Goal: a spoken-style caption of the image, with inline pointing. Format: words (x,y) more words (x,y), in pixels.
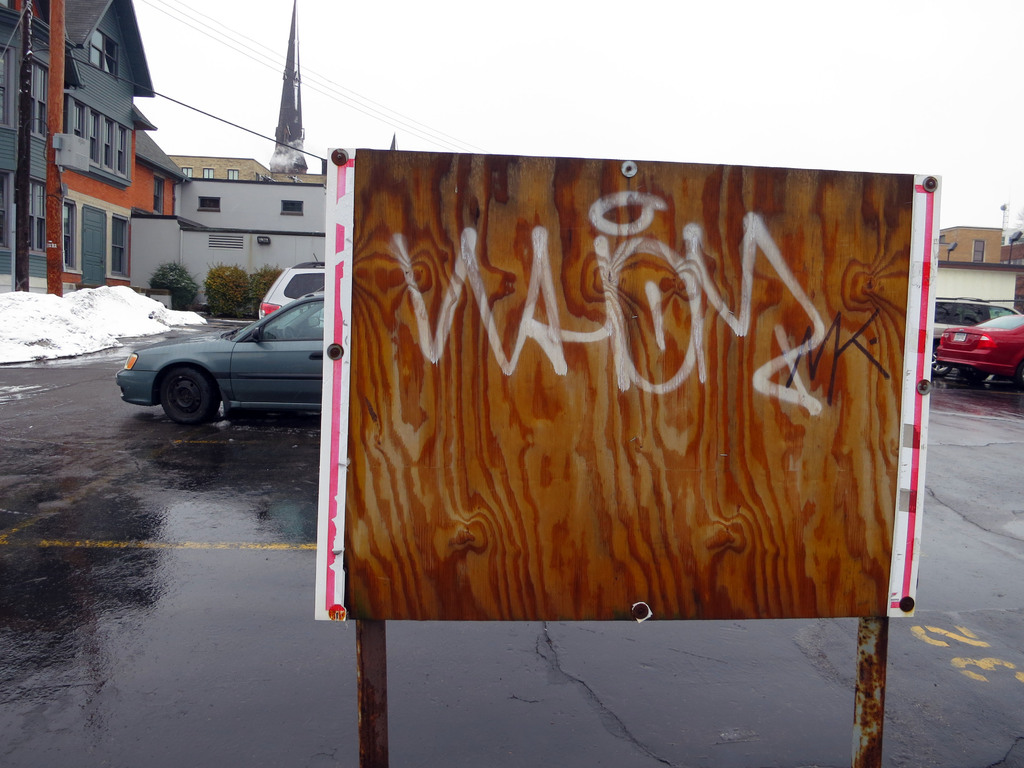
In this image I see a board (579,422) over here on which there is something written and I see the road (83,436). In the background (0,270) I see the cars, buildings (315,251), plants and the sky (550,90) and I see the white snow (59,333) over here.
